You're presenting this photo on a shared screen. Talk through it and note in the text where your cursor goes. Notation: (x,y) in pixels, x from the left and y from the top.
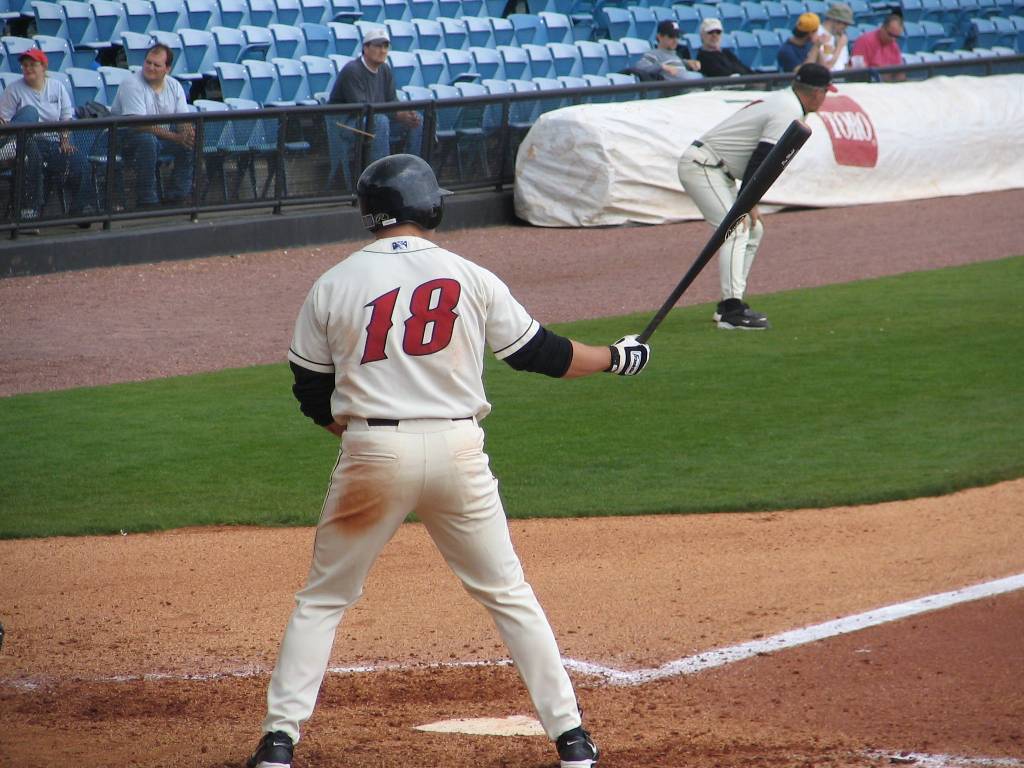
In this image we can see two players (471,461) are playing baseball. Background of the image (219,48) sitting area (432,37) of the stadium (489,28) is there, where few people (890,15) are sitting. Right side of the image (853,381) on land grass (719,399) is there.
